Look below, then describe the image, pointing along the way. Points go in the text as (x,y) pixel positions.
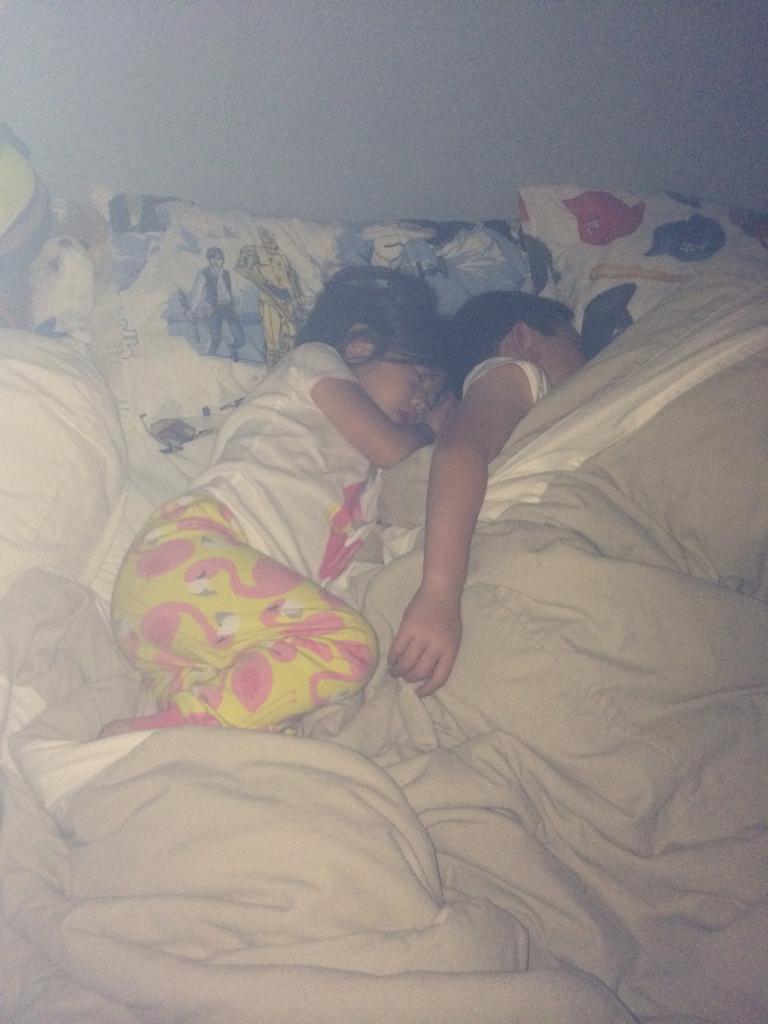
Here in this picture we can see two children (342,506) sleeping on a bed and we can see pillows (235,317) and bed sheets (65,704) present.
